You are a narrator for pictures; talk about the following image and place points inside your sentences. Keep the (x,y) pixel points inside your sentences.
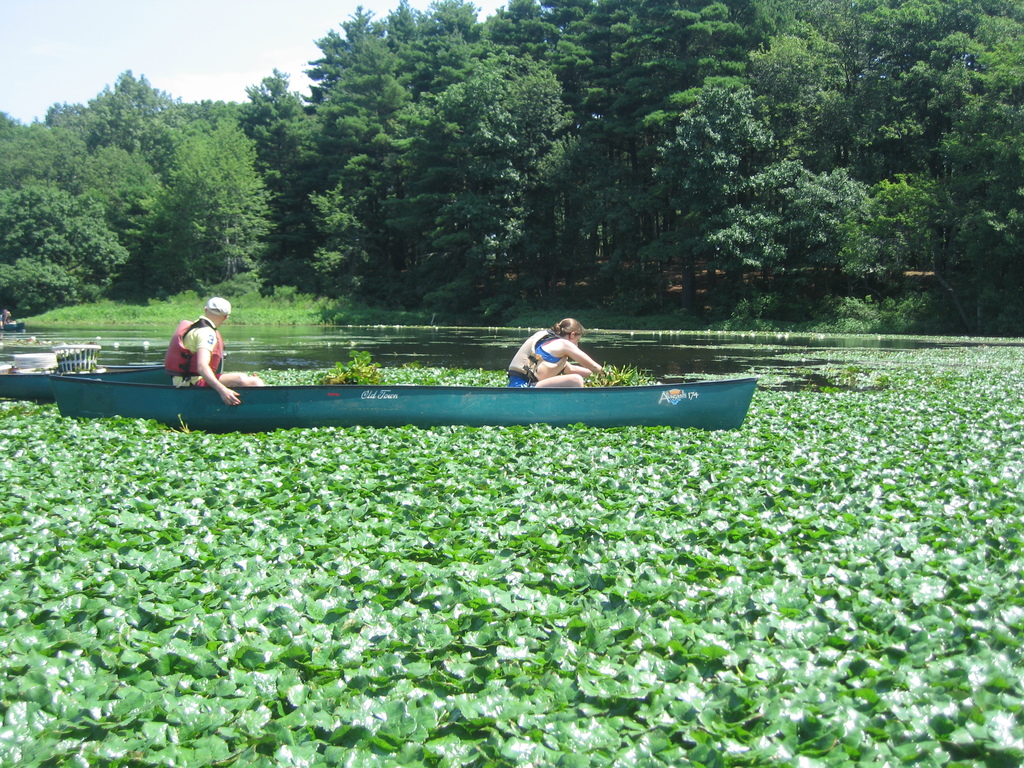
In this image I can see the boat (530,389) on the water (273,443). I can see two people (182,357) sitting on the boat (347,385). I can also see the green color leaves (377,576) on the water (571,522). In the background (459,178) there are many trees (223,147) and the sky (135,35).
